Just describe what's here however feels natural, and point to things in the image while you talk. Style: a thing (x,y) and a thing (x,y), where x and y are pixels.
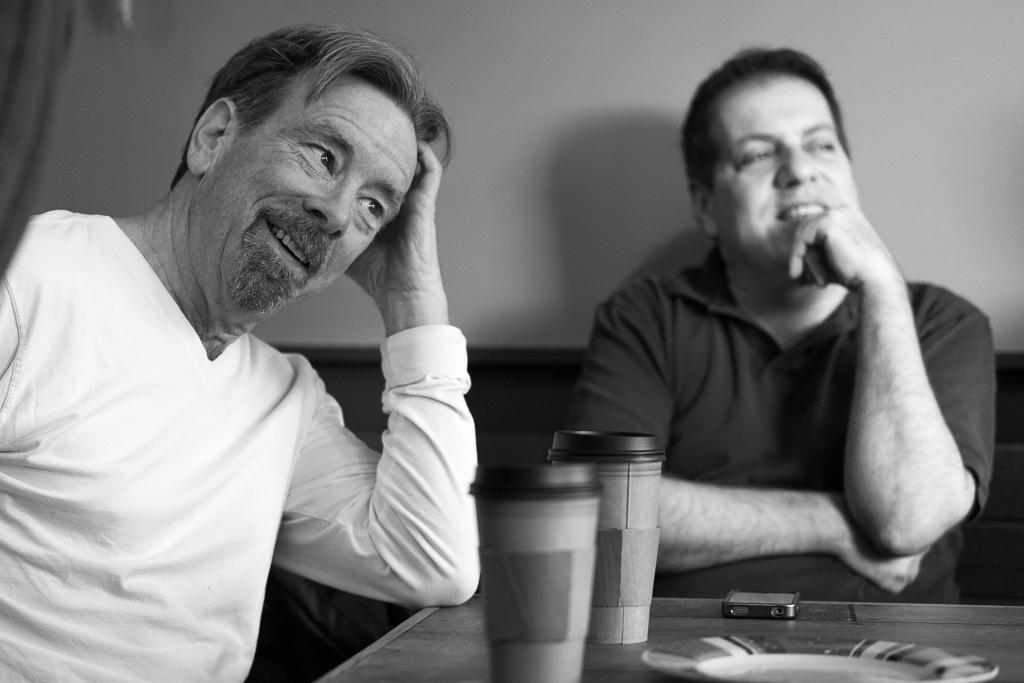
This is black and white picture where we can see two men (442,332) are sitting, in front of them table (487,650) is there. On the table (977,632) one plate (746,667), two glasses (615,577) and one mobile (751,606) is present.
